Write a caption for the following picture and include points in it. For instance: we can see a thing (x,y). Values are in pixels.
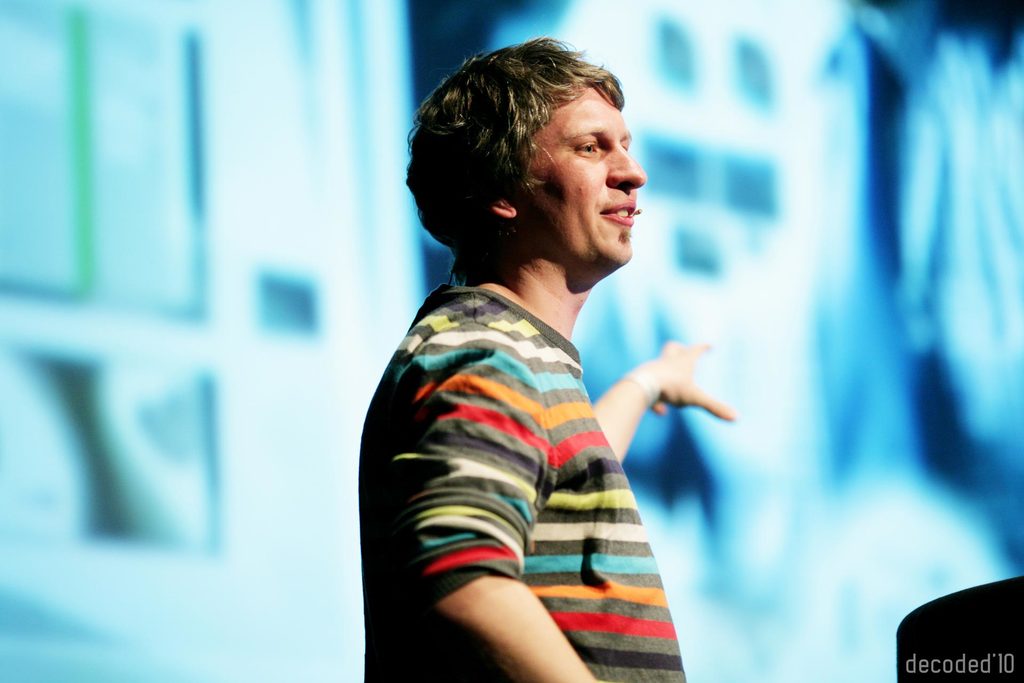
In this image, we can see a person (374,484). We can see the blurred background (868,665). We can also see some text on the bottom right corner (1014,664).
